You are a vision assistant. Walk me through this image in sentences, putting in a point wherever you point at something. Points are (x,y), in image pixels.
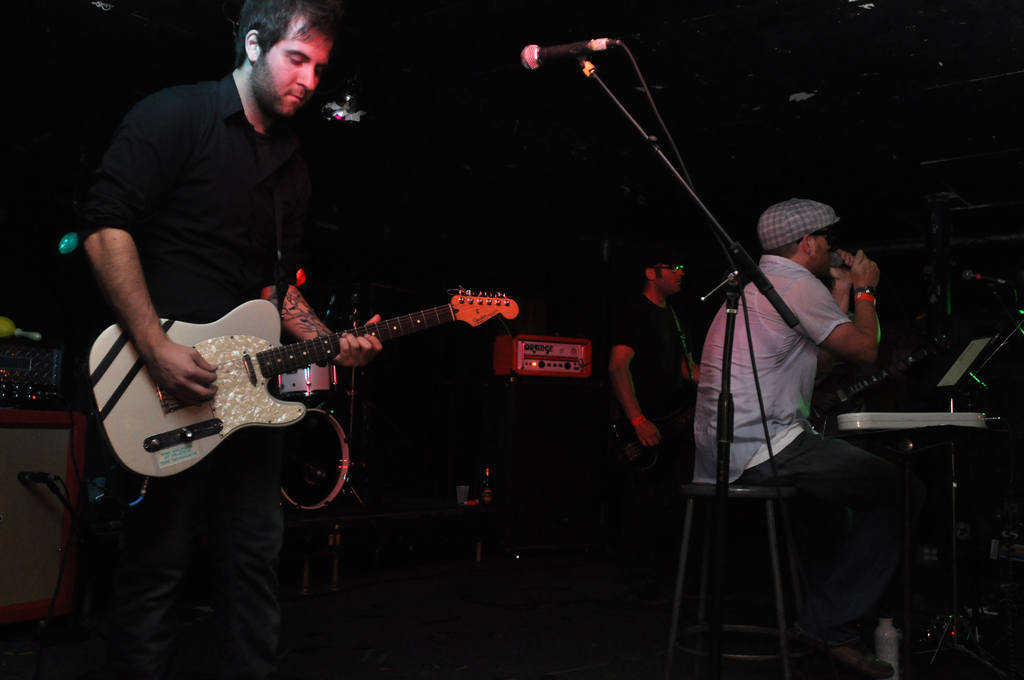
The picture is clicked in a musical concert where a guy (241,220) who is wearing black shirt (254,222) is playing a guitar (495,310). In the background (781,425) we also observe two guys (793,443) singing and playing musical instruments (933,414). In the background (561,342) there are many boxes (555,361) which are sound systems (55,399) and other musical instruments (16,326).
